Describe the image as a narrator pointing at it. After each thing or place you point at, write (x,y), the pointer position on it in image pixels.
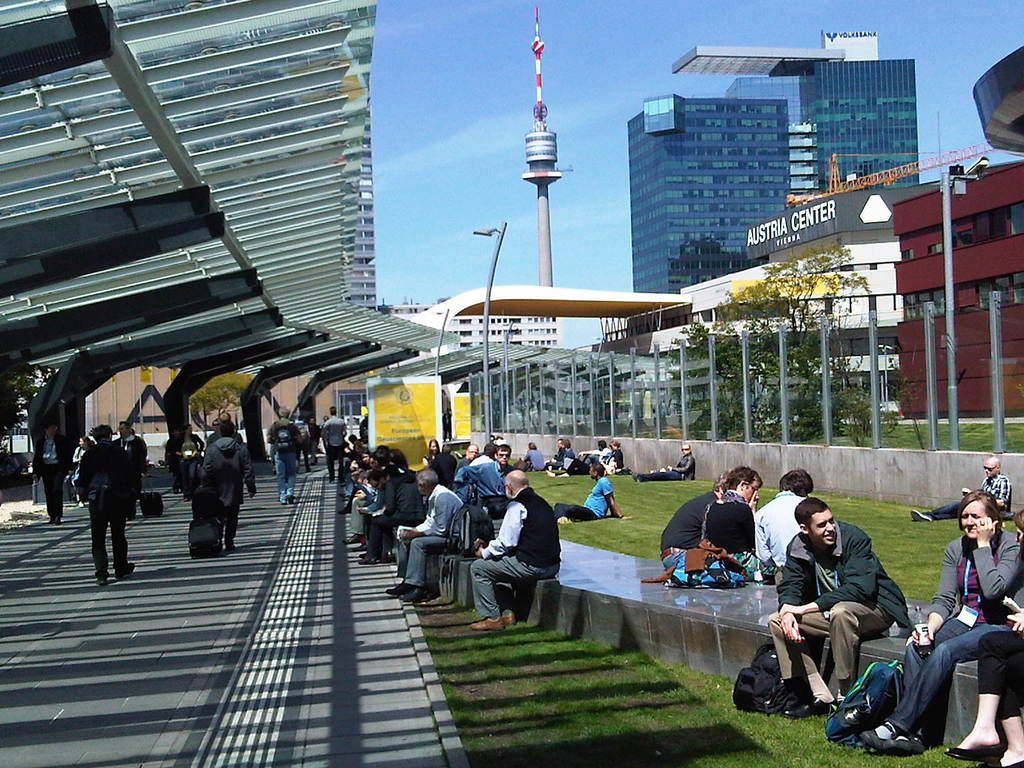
In this image I can see number of people (62,447) where few are walking and rest all are sitting. I can also see few are carrying bags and few are wearing jackets (398,487). On the right side of the image (876,551) I can see grass (583,763), number of poles (951,255) and on the left side of the image (312,498) I can see a path (320,469) and shadows (274,506) on it. I can also see number of buildings (164,373), few trees (1,374), a yellow colour board (430,379), street lights (437,358) and on the board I can see something is written. In the background (831,16) I can see an orange colour crane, clouds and the sky (524,128).
